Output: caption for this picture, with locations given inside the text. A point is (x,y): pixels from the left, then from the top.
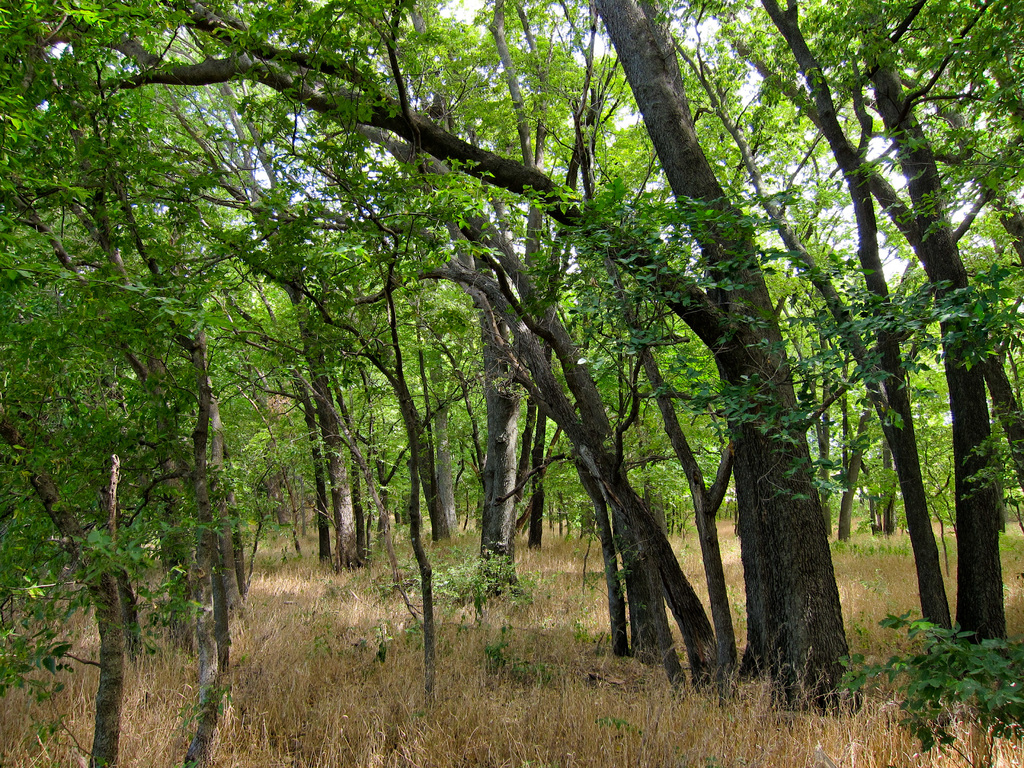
This picture might be taken in a forest (484,161) in this picture there are a group of trees (292,469), at the bottom (302,617) there is grass (868,664) and some plants (916,666).
